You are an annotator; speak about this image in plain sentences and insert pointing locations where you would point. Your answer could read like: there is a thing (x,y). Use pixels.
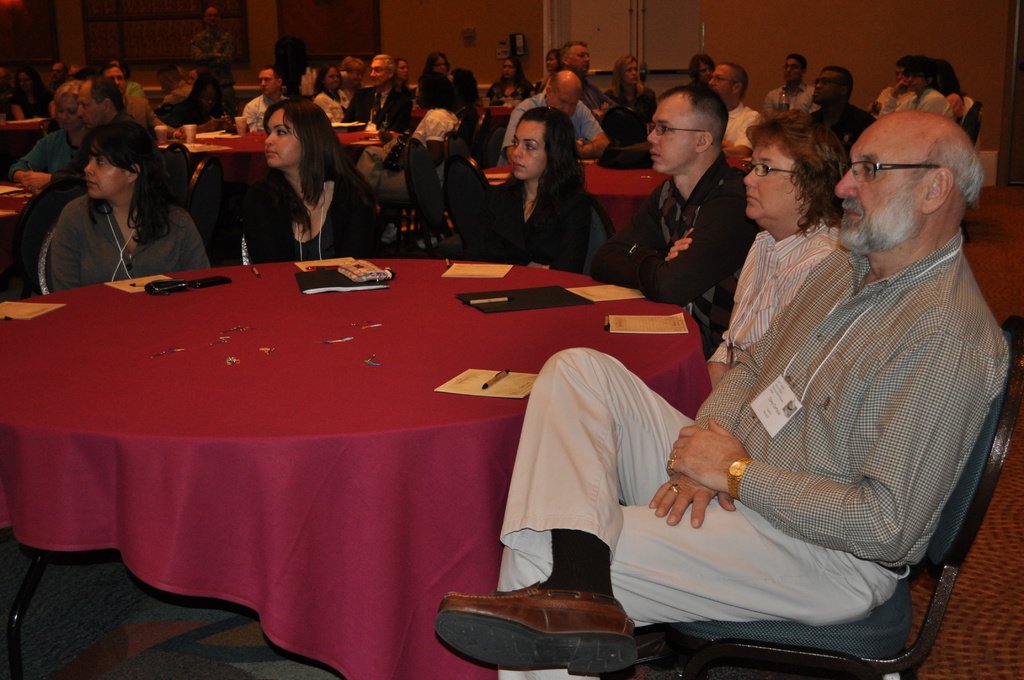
people (760,389) are sitting on the chairs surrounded by the tables (218,283) in a room (267,104). on the table (374,495) there is a red cloth (395,497) on which there are papers (485,392) and pens (494,382).
